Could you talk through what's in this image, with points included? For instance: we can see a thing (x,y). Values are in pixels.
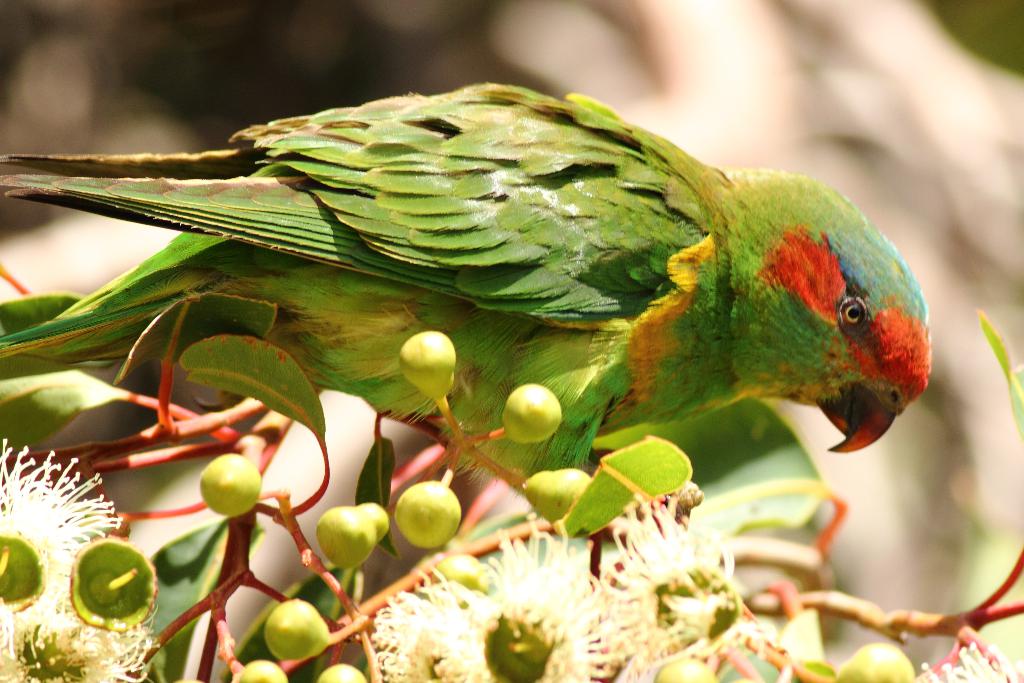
In this image we can see parrot (482,257) on a plant (455,446) with buds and in the background (142,2) the image is blur.
